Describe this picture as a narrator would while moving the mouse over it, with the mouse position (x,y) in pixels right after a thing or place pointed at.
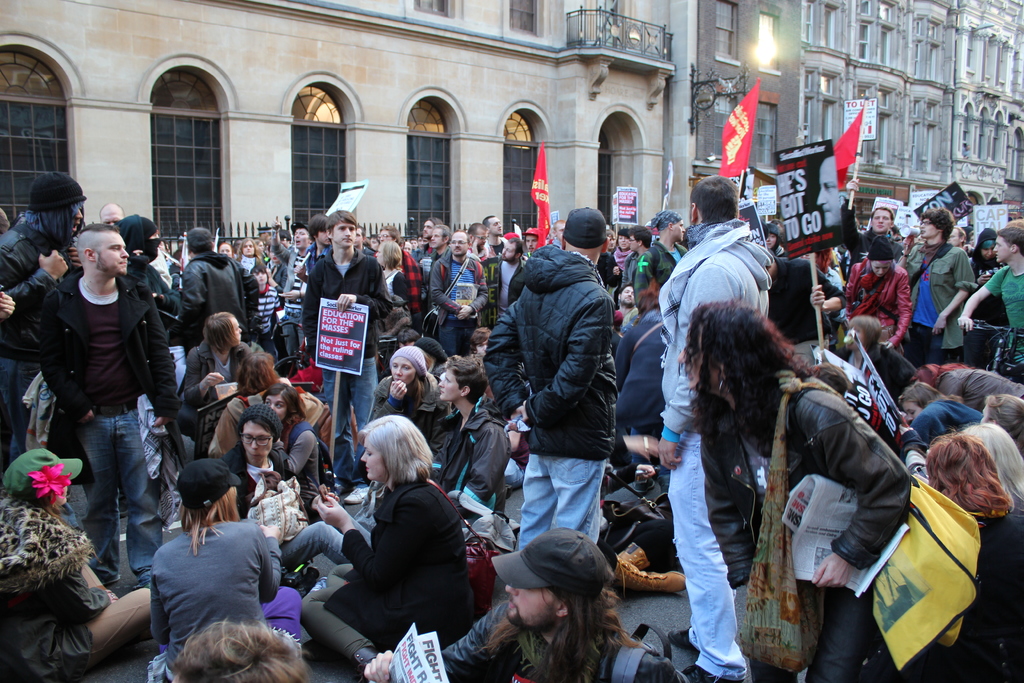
In this picture there are group of people (72,544) sitting and there are group of people (349,467) standing and few people (864,234) are holding the placards (630,195) and flags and there is text (322,336) on the placards (963,198) and flags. At the back (542,134) there are buildings (403,122) and there is a railing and there is a board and light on the wall (697,157). At the bottom (630,595) there is a road (640,615).
